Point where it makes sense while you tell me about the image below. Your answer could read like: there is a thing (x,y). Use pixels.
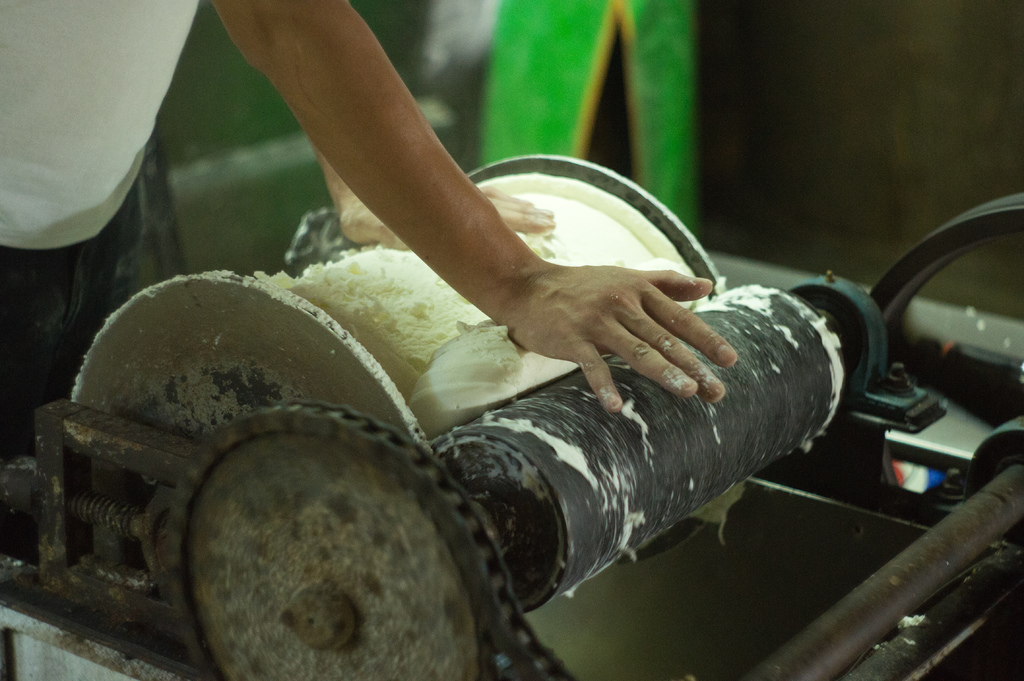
In the top left corner of the image (314,131) a person (7,323) is standing and holding a machine (339,661).
